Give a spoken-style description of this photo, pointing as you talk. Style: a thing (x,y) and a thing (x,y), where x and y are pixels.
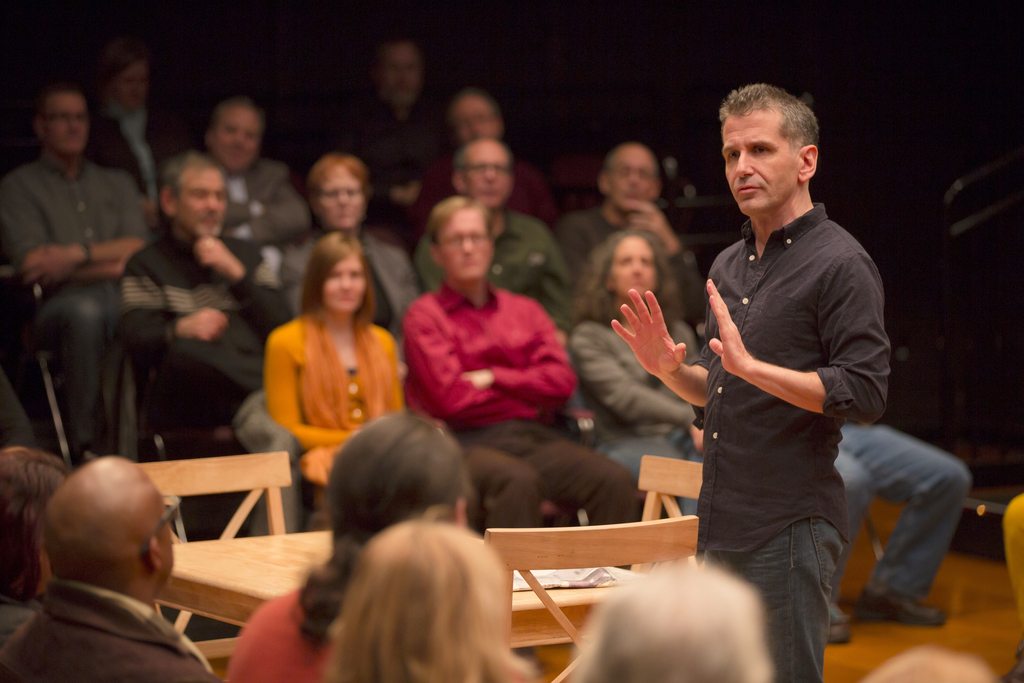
In this image I can see a few people (347,355) sitting on the chair (266,469). In front (809,578) the man (786,421) is standing. There is a table (257,567) on the table (241,569) there is a paper (579,587). The background (311,49) is black in color.
